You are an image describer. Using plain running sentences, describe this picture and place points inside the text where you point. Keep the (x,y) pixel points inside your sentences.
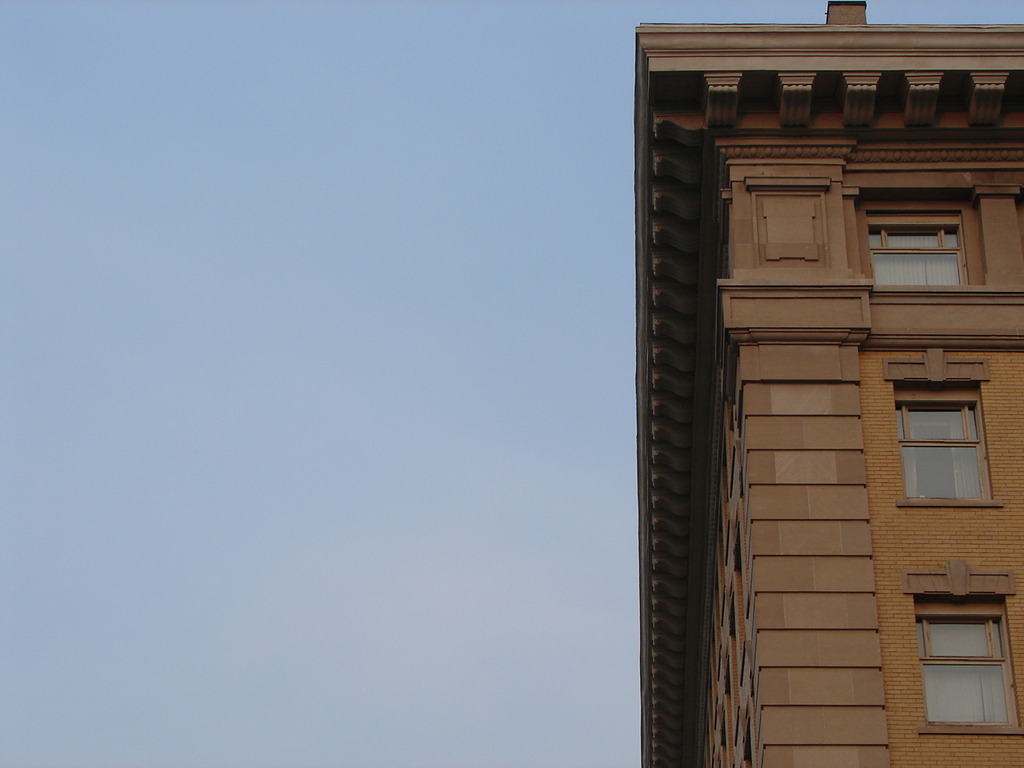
In this picture we can see a building (803,516) with windows (953,691). Behind the building (690,510) there is the sky (242,388).
